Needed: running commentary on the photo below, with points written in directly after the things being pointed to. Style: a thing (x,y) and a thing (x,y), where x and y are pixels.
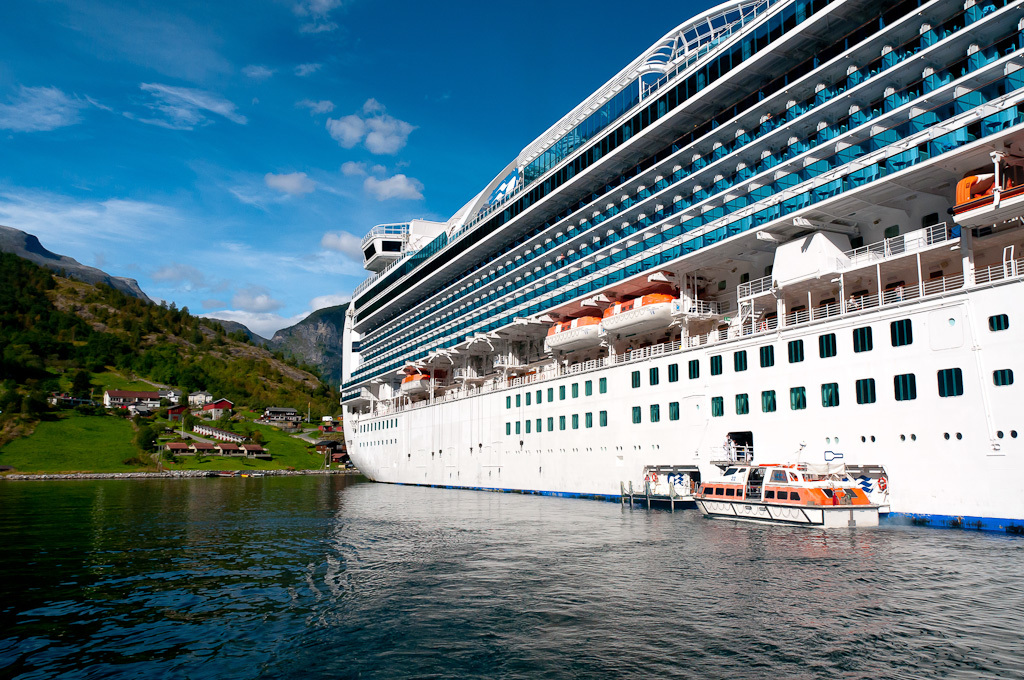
In this image we can see a ship (746,318) and a boat (826,476) are on the water (432,529), there are some houses (210,398), trees (214,362), also we can see the mountains (165,338), and the sky (344,277).
